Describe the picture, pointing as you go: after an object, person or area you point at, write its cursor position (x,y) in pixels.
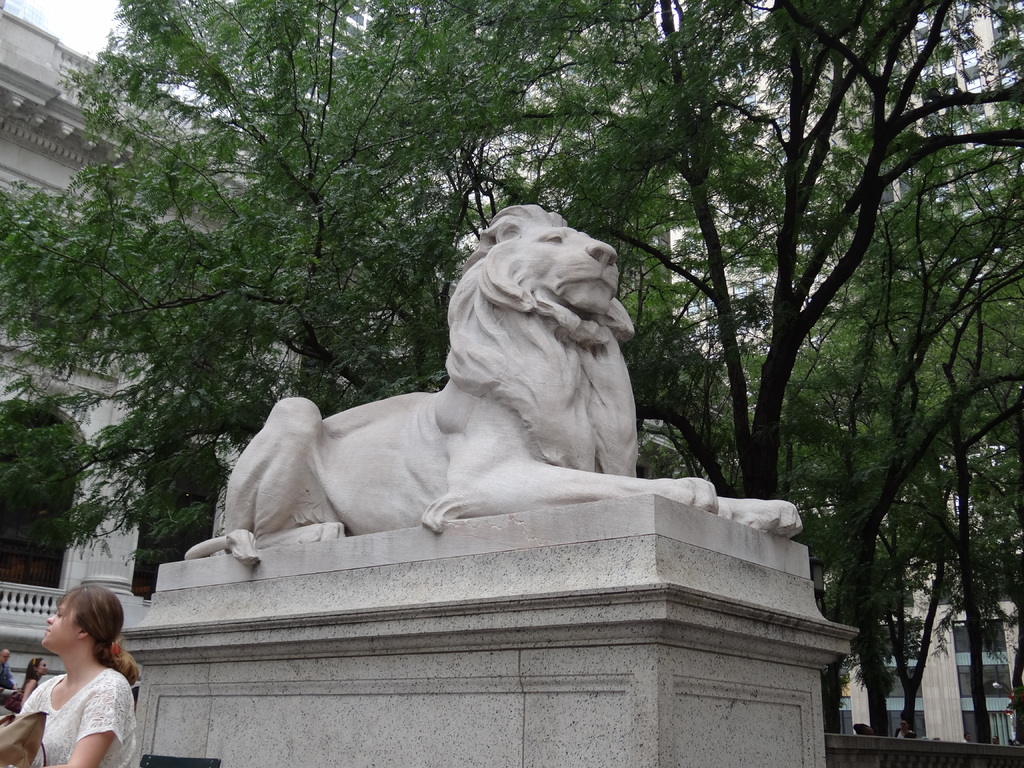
In this image I can see the statue (495,367) of an animal (387,460). To the side I can see few people (122,721) with different color dresses (79,725). In the background (480,192) I can see many trees (295,180), buildings (48,62) and the sky (70,32).
